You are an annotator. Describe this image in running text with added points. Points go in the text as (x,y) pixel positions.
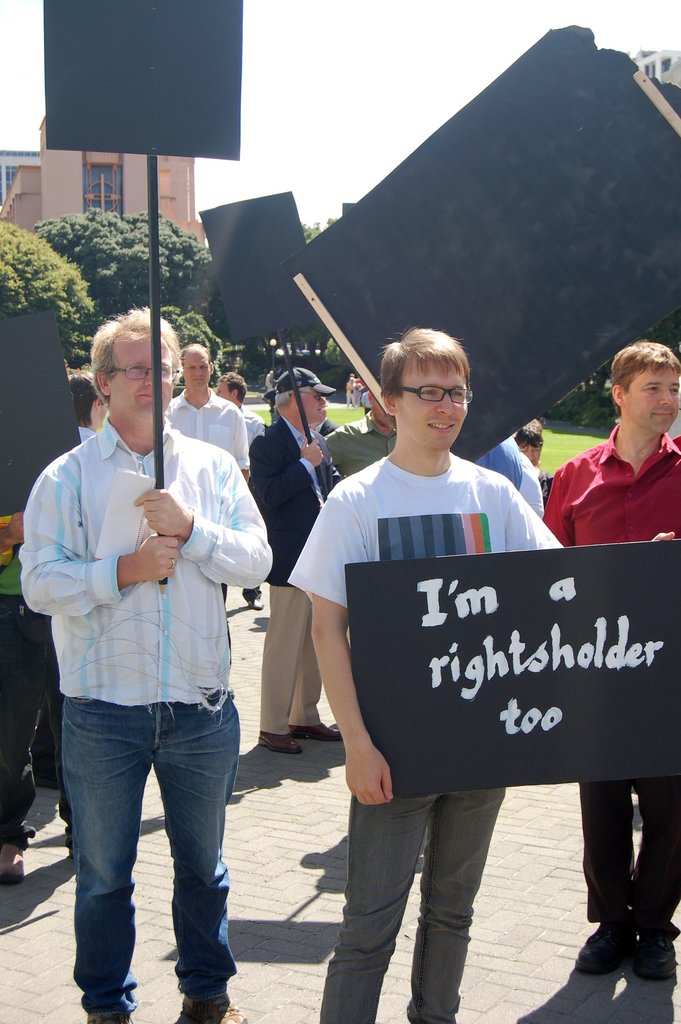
In this image I can see group of people (277,544) standing and wearing the different color dresses (93,565). I can see few people (194,559) are holding the boards (4,375). In the back (52,272) there are many trees (75,316), building (145,170) and the white sky (250,159).
